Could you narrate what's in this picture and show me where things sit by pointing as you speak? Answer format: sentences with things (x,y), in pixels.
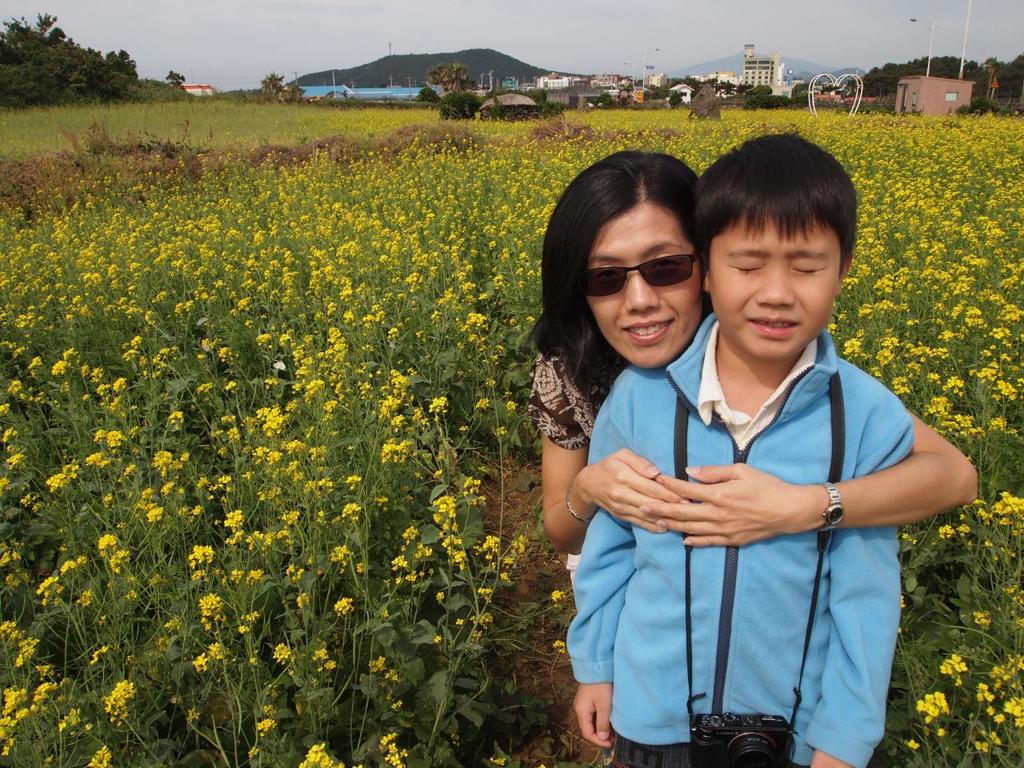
In this image I can see two persons (543,397) standing, the person (708,457) in front (776,436) wearing blue color shirt (701,444) and a camera (712,721) and the other person (564,495) is wearing brown color dress (556,419). I can also see few flowers (118,376) in yellow color, background (363,51) I can see trees (542,97) in green color, few buildings (748,48), and sky (689,31) in white color.
